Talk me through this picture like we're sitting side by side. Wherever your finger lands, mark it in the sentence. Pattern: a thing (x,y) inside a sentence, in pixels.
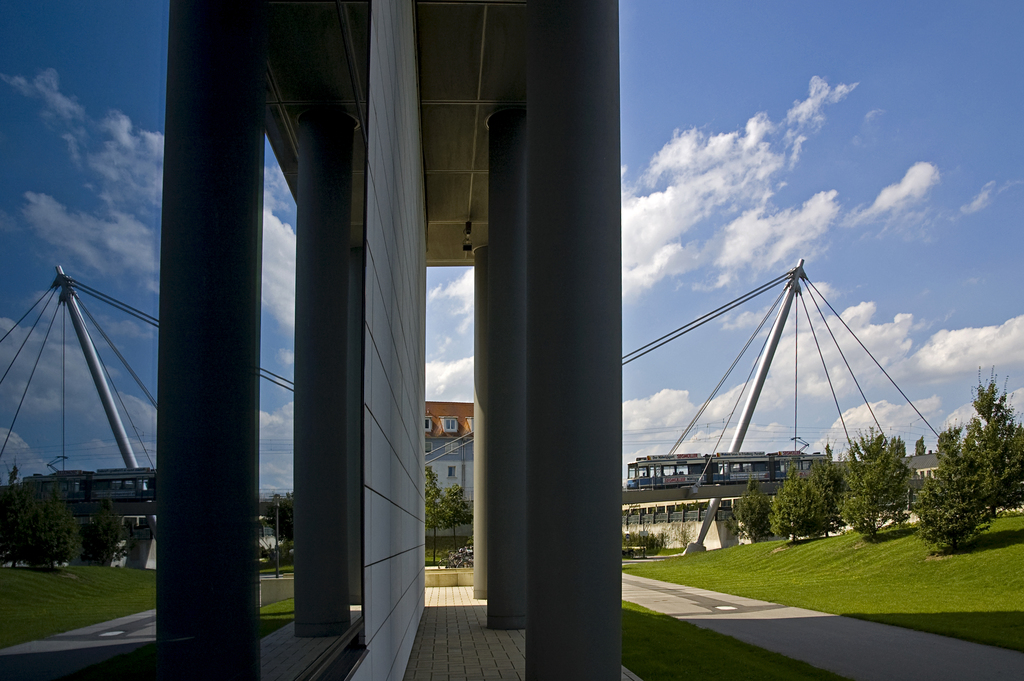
In this image in the foreground (509,441) there are some pillars (180,494), and in the background (449,464) there are buildings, poles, wires (847,363), trees (900,487). At the bottom (713,616) there is grass (957,596) and walkway (698,612), and at the top (675,108) there is sky (914,155).
